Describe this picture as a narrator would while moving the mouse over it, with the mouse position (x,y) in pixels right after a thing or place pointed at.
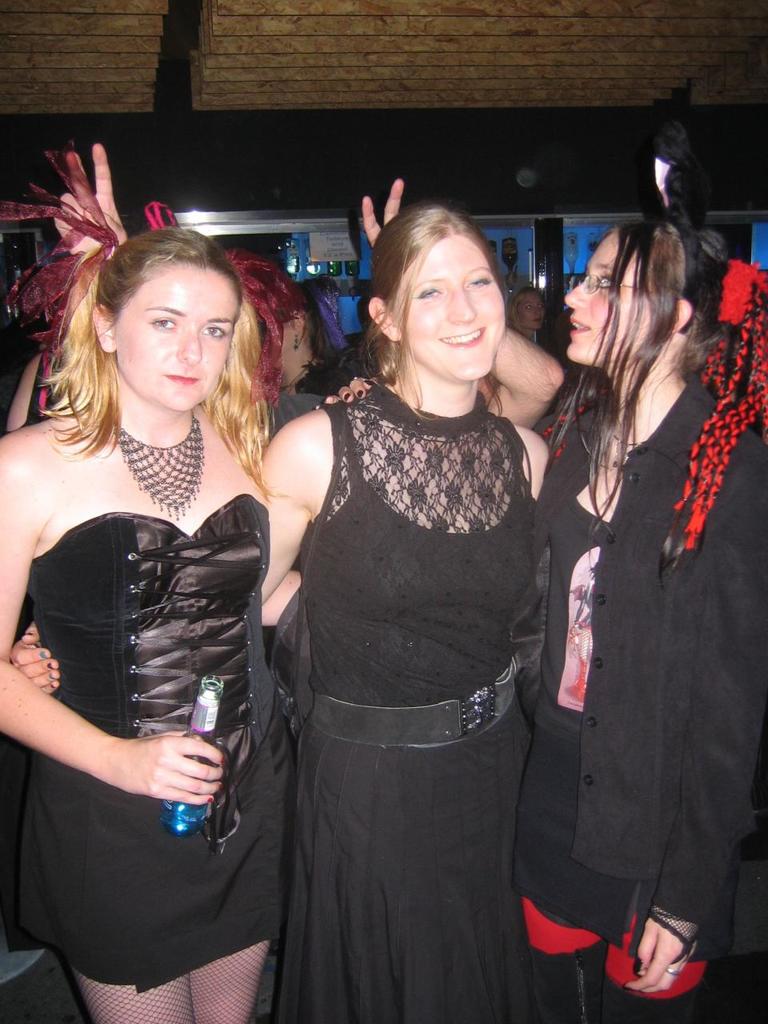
In this picture we can see a group of people (288,625). A woman (228,735) is holding a bottle (173,817). Behind the people (320,354), there are some objects (346,256). At the top of the image (359,74), there is a ceiling (419,78).
